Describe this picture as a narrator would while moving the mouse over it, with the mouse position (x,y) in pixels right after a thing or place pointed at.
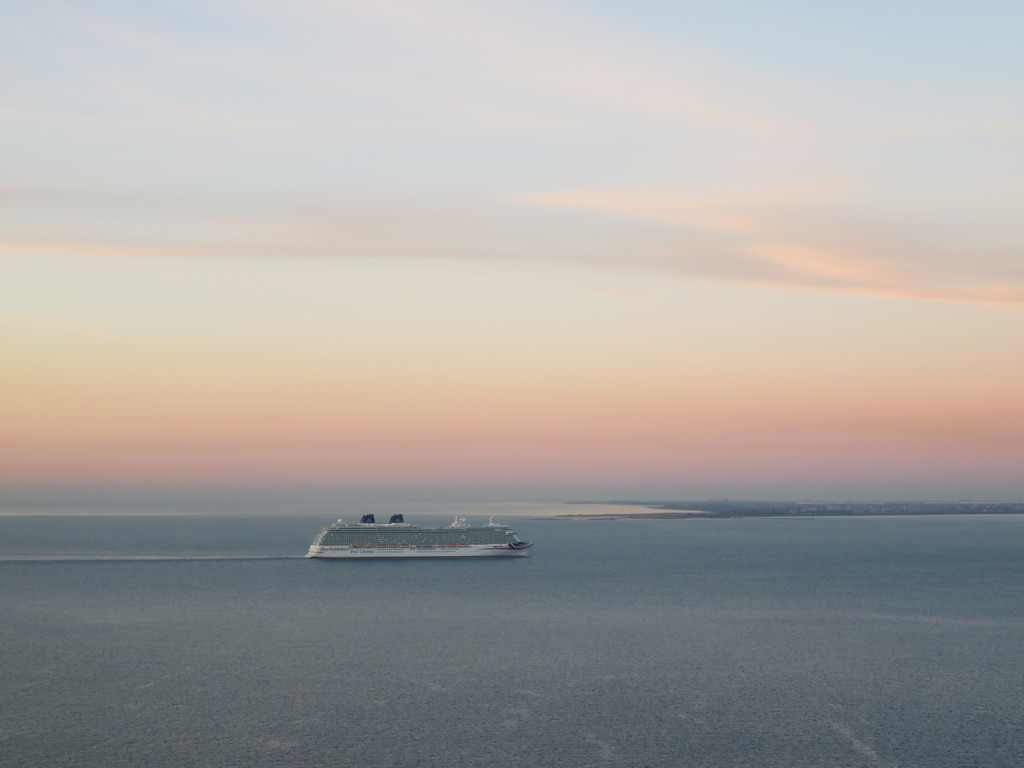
In this image in the center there is one ship (369,545), at the bottom (512,591) there is an ocean (784,674) and at the top (570,120) there is sky (543,225). And on the right side of the image (701,512), it seems that there are some mountains (835,505).
